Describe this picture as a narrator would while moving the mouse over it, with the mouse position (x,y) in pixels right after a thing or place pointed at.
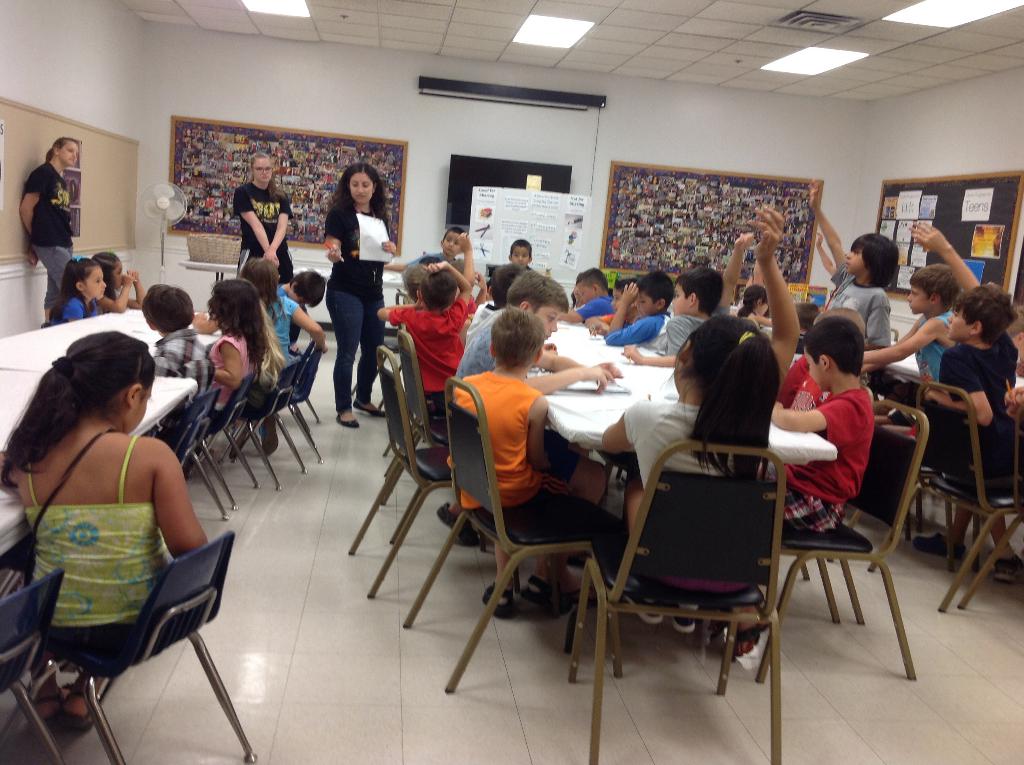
In this picture we can see three woman (253,191) standing where one is holding paper (371,231) in his hand (391,249) and in front of them we can see a group of children (144,509) sitting on chairs (401,368) and on table (583,346) we have papers (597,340) and in background (493,154) we can see wall (598,178) with boards (322,160).
